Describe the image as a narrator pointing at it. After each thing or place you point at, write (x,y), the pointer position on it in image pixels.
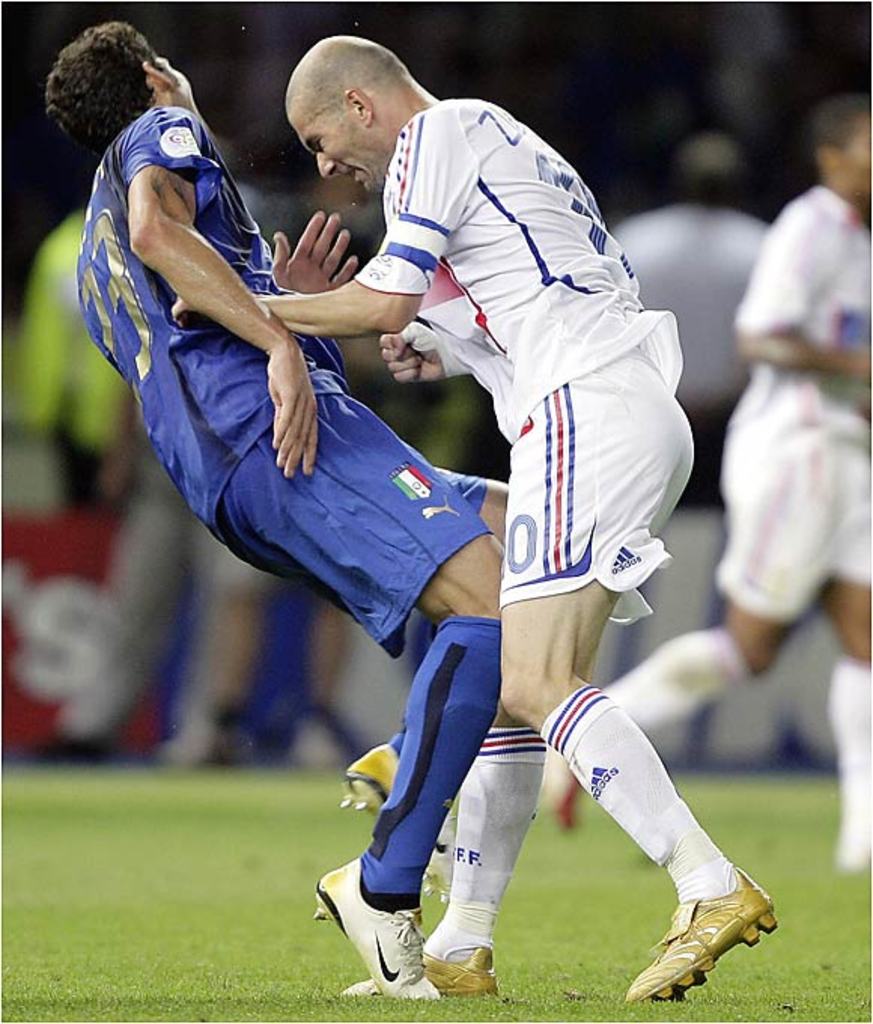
In this image in the front (511,592) there are persons (424,464) playing. In the background (145,456) there are persons (148,442) standing and there is a board (69,638) with some text (81,628) written on it. In the center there is grass (231,811) on the ground (239,821) and there is a person (793,427) running.
